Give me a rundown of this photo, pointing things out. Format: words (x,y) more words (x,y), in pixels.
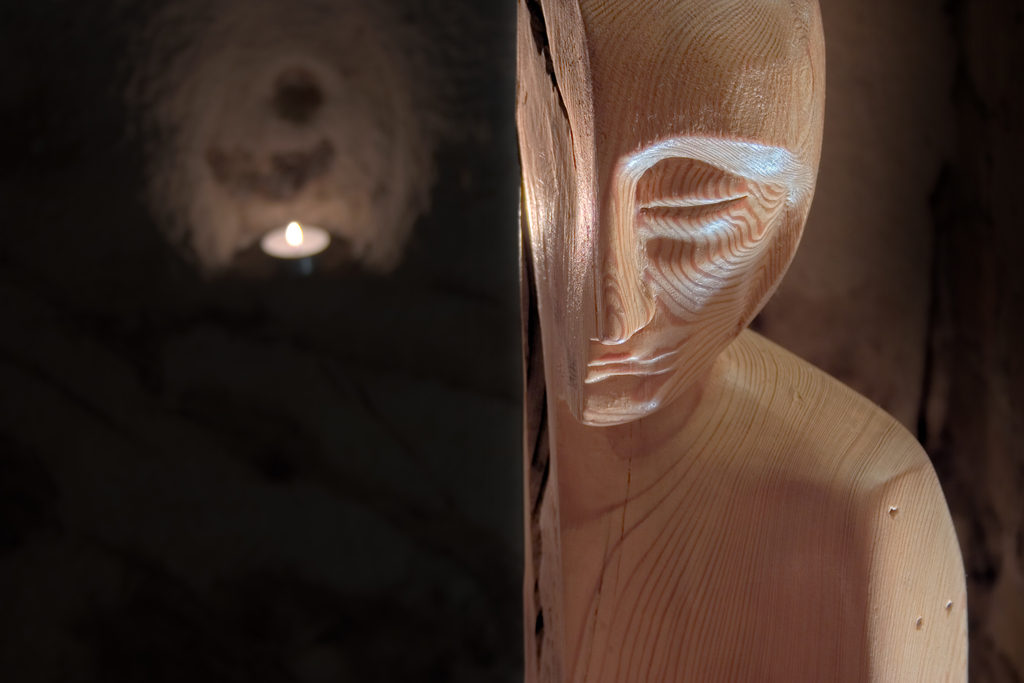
In this image on the right side (697,413) there is a wooden statue (680,436). On the left side (245,311) the background (212,357) is blurry.
